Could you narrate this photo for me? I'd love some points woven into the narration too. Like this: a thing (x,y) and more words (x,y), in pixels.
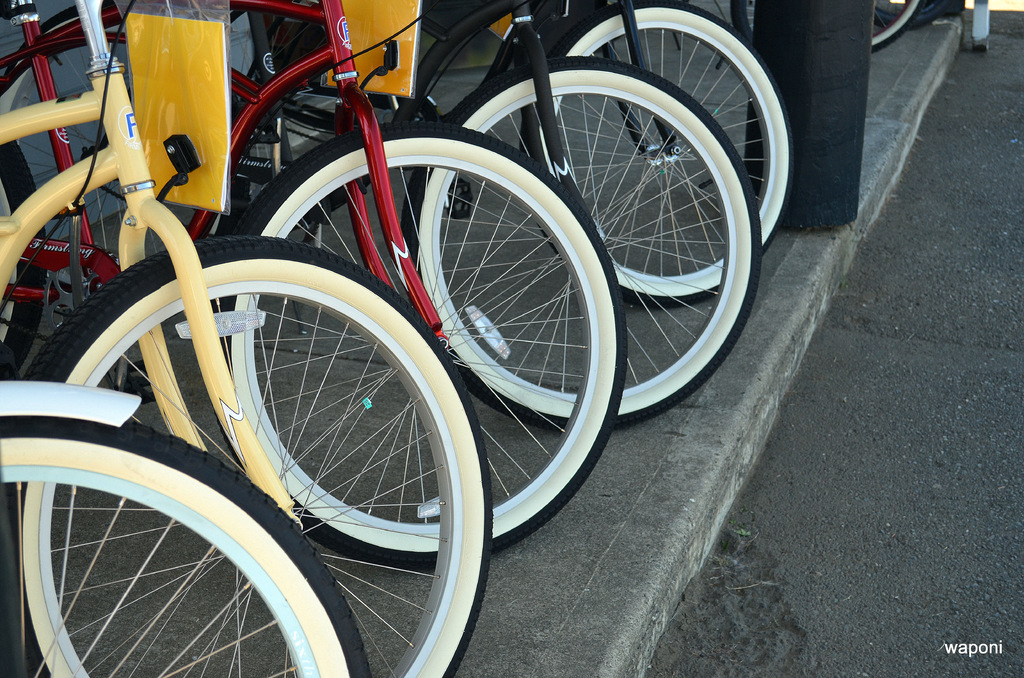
In the center of the image (415,227) we can see a few cycles (588,213) with multi colors. And we can see two plastic covers (217,125) with yellow color objects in it. In the background (854,65) there is a black color object (851,73) and a few other objects (948,16). At the bottom right side of the image (992,646), we can see some text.
